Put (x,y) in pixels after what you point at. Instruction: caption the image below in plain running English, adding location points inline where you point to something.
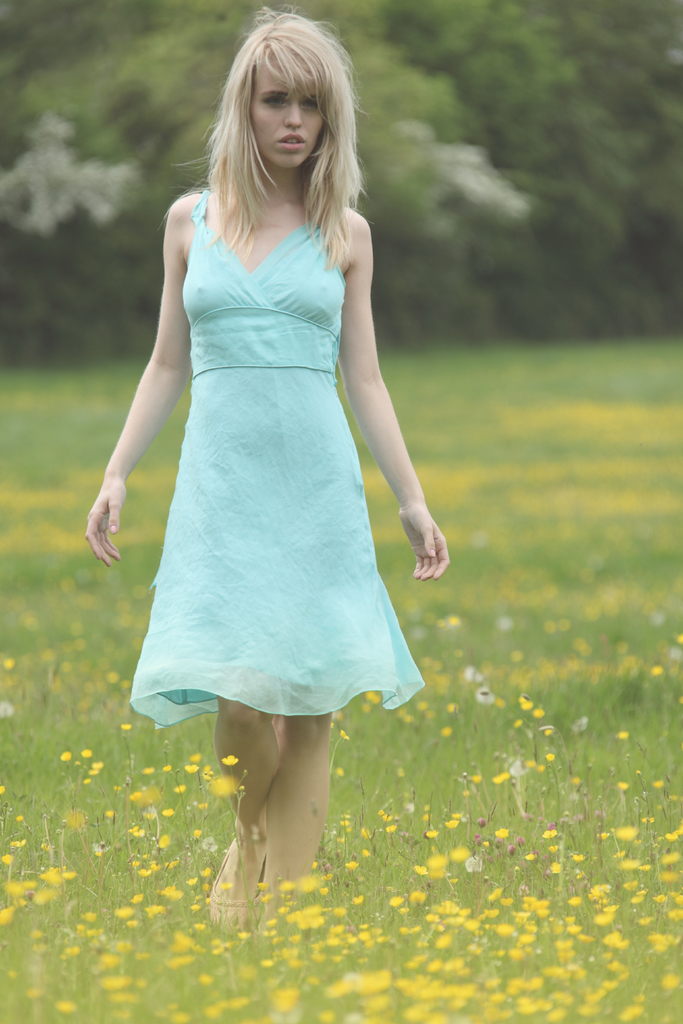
In this image we can see a woman (311,396). Here we can see grass (563,714) and flowers (547,827). In the background (371,11) there are trees (481,215).
